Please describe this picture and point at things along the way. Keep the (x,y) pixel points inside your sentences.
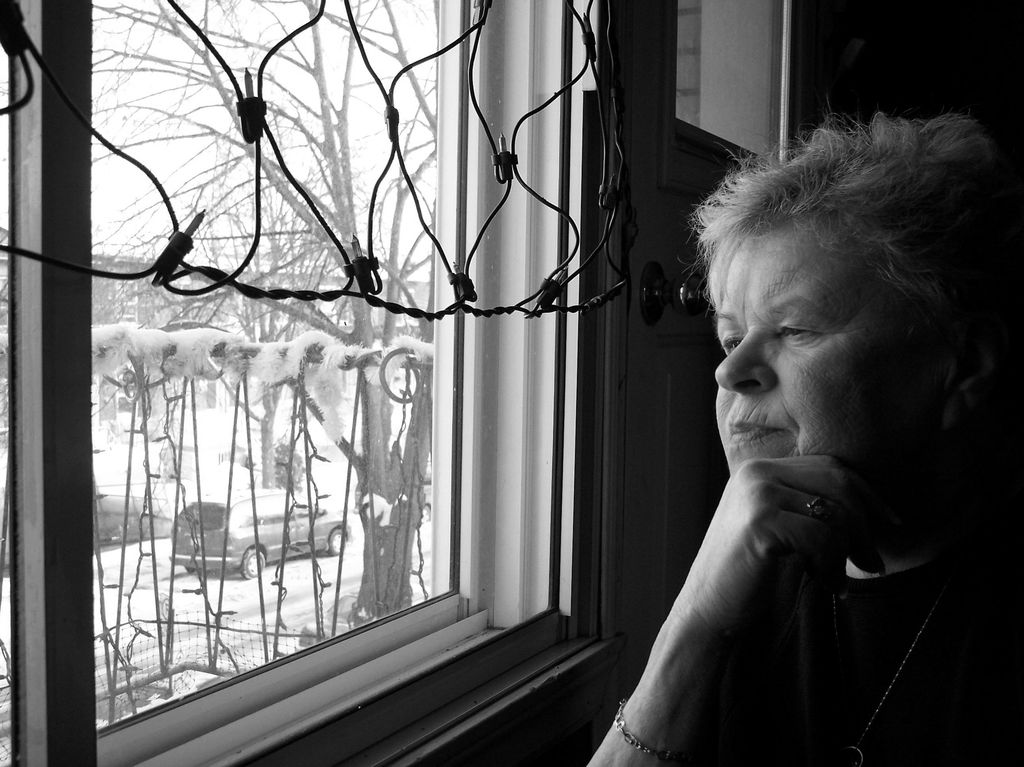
In the picture I can see a woman (855,623). In the background (326,537) I can see trees (372,575), a window (246,702), a vehicle (221,533), the sky (317,100) and some other things (305,437). This picture is black and white in color.
